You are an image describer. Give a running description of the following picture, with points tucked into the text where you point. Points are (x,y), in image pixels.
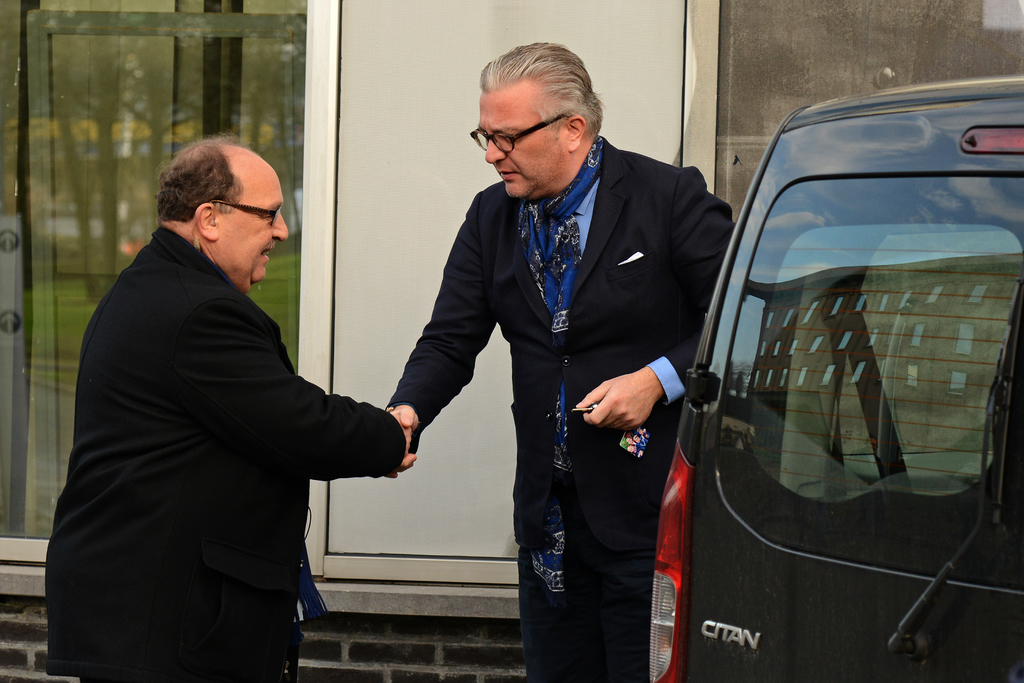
In this image we can see two people (389,463) shaking their hands (406,415). We can also see a car (781,532) beside them. On the backside (442,605) we can see a wall (483,584) and the windows (334,291).
